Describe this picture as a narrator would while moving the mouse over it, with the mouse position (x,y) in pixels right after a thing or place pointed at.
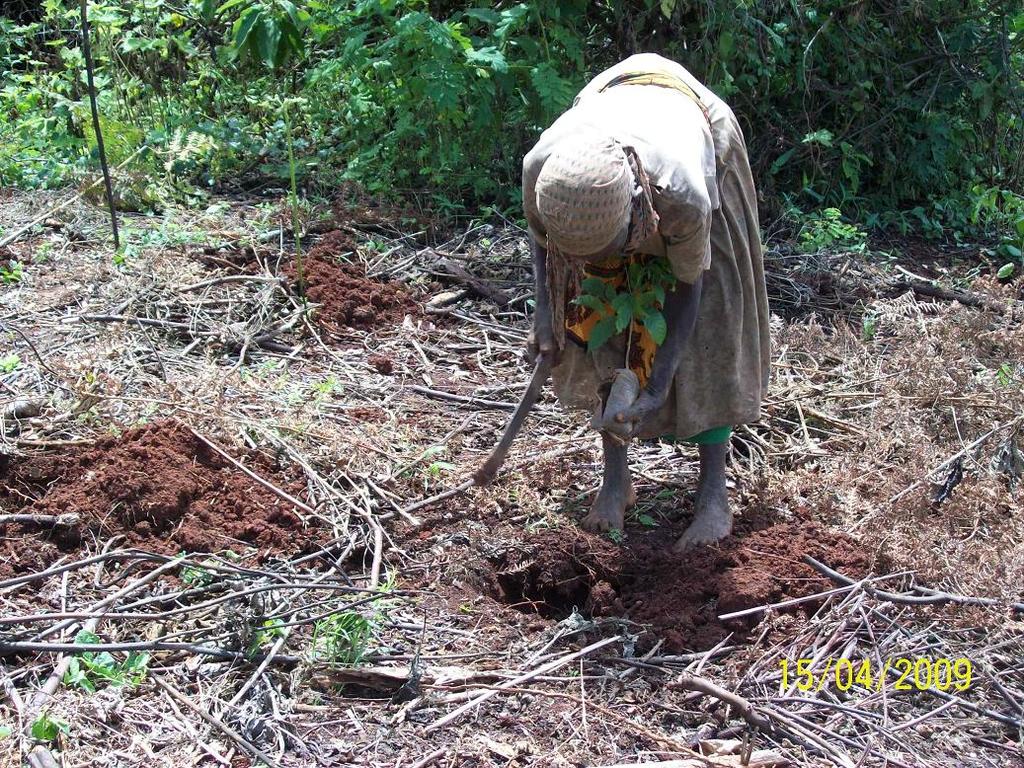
In this picture we can see a woman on the ground (338,385) and in the background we can see trees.
